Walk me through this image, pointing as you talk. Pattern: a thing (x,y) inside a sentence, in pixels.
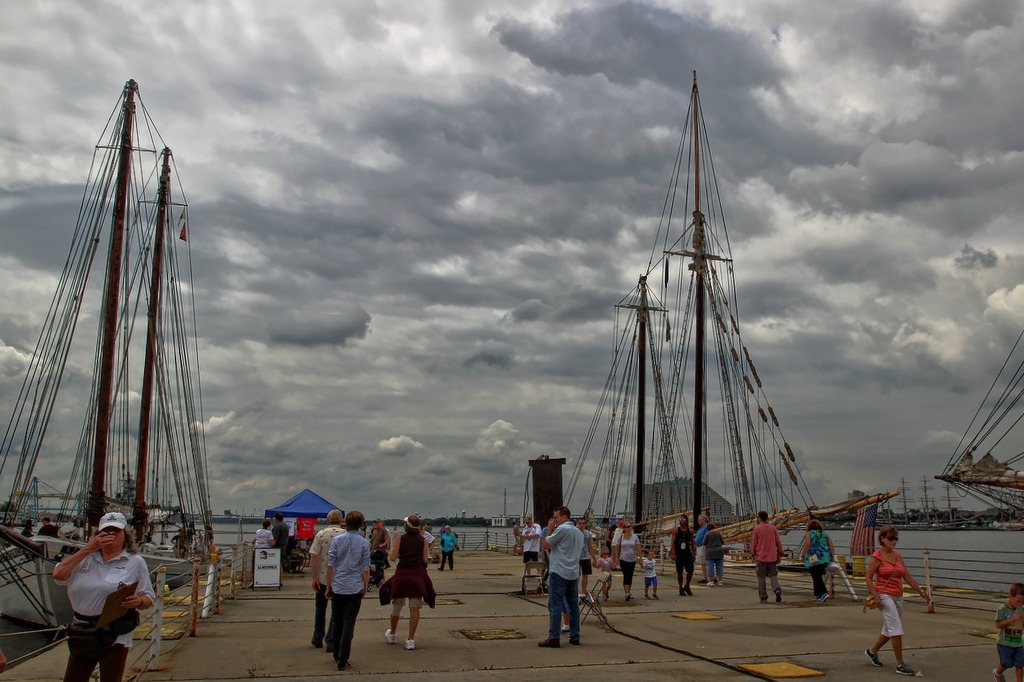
In this picture we can see a group of people (134,618) where some are walking and some are standing on a platform (288,622), tent (297,508), poles (143,486), flag (874,510), boats (177,551) on water (229,544) and in the background (378,151) we can see the sky (409,277) with clouds (913,256).
